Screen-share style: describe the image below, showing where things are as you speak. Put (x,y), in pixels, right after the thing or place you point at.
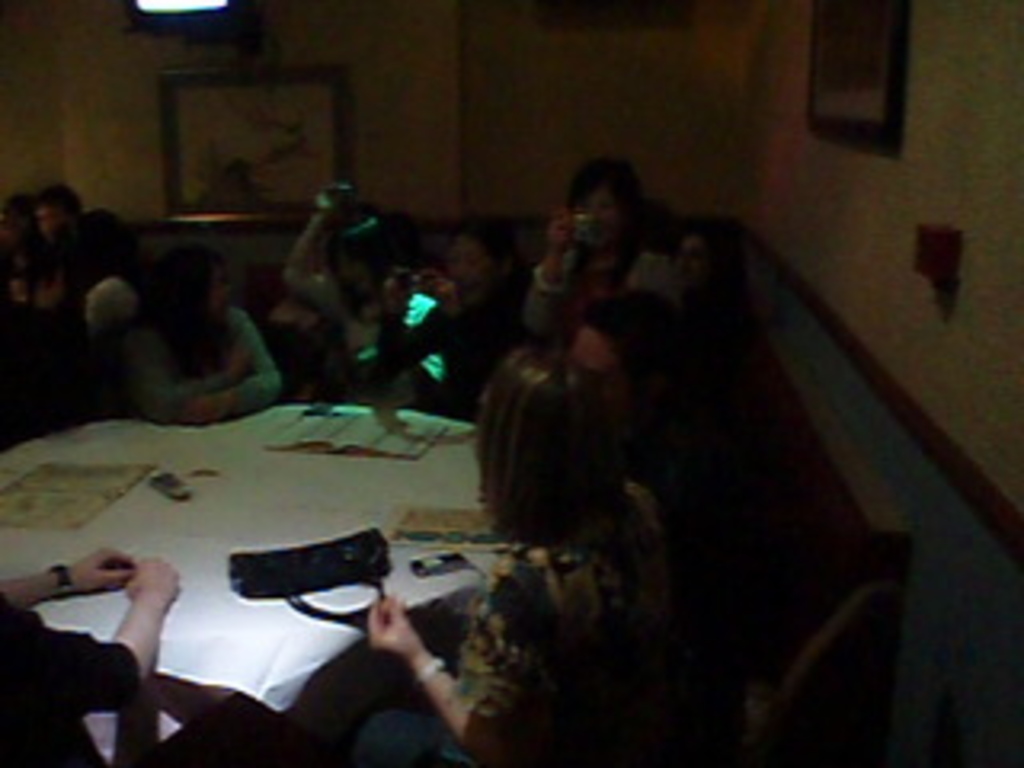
In this picture there are group of people (622,452) those who are sitting on the chairs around the table (233,511), there is a portrait (845,138) on the wall (792,168) at the right side of the image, there is a hand bag (299,562) on the table (355,507).
